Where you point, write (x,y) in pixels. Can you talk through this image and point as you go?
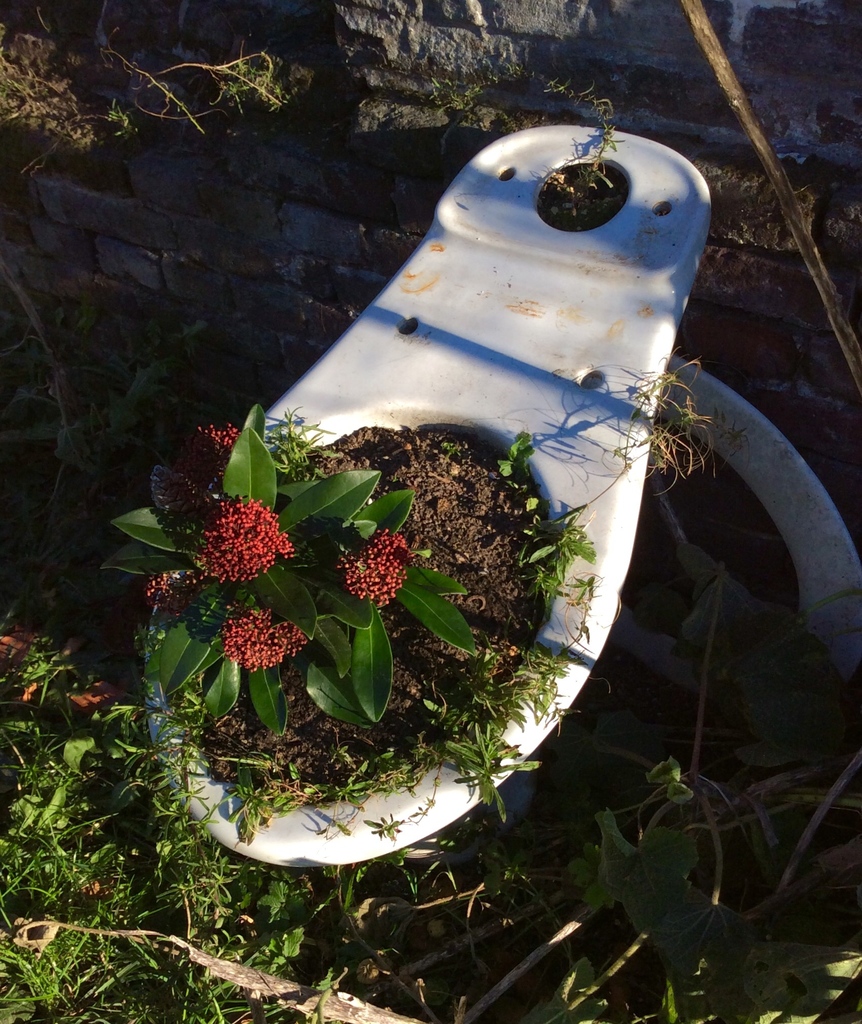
Here in this picture we can see the ground (62,707) is covered with grass (152,424) and in the middle (420,390) we can see some thing (587,303) and in that we can see a plant (265,617) and we can also see some flowers (225,553) on it.
